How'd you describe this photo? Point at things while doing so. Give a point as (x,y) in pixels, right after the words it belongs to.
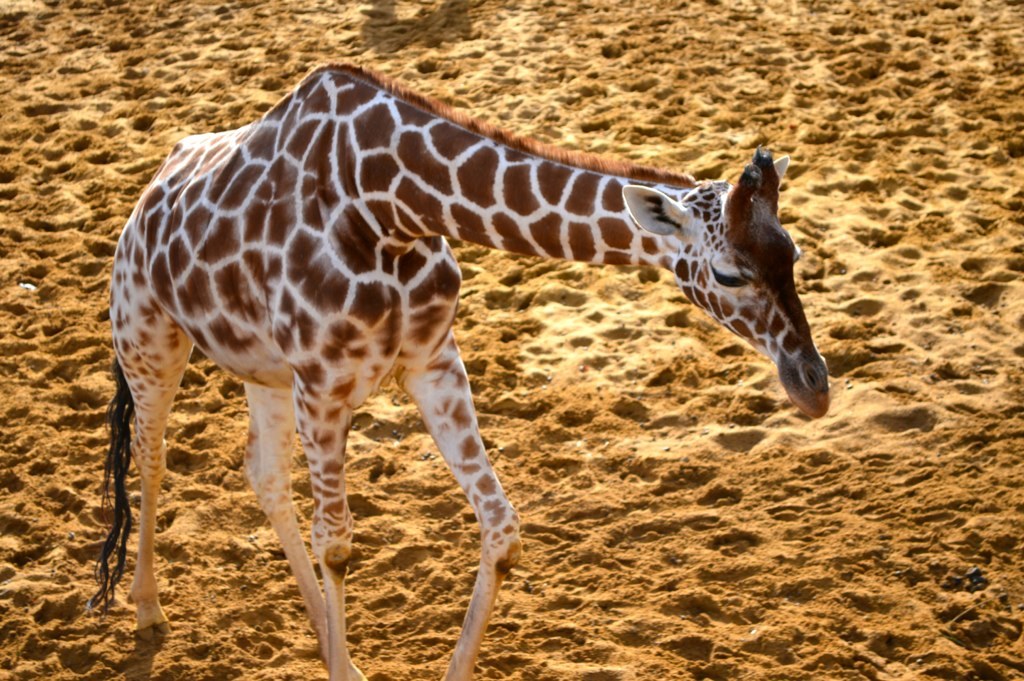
As we can see in the image there is sand (845,114) and giraffe (340,271).
